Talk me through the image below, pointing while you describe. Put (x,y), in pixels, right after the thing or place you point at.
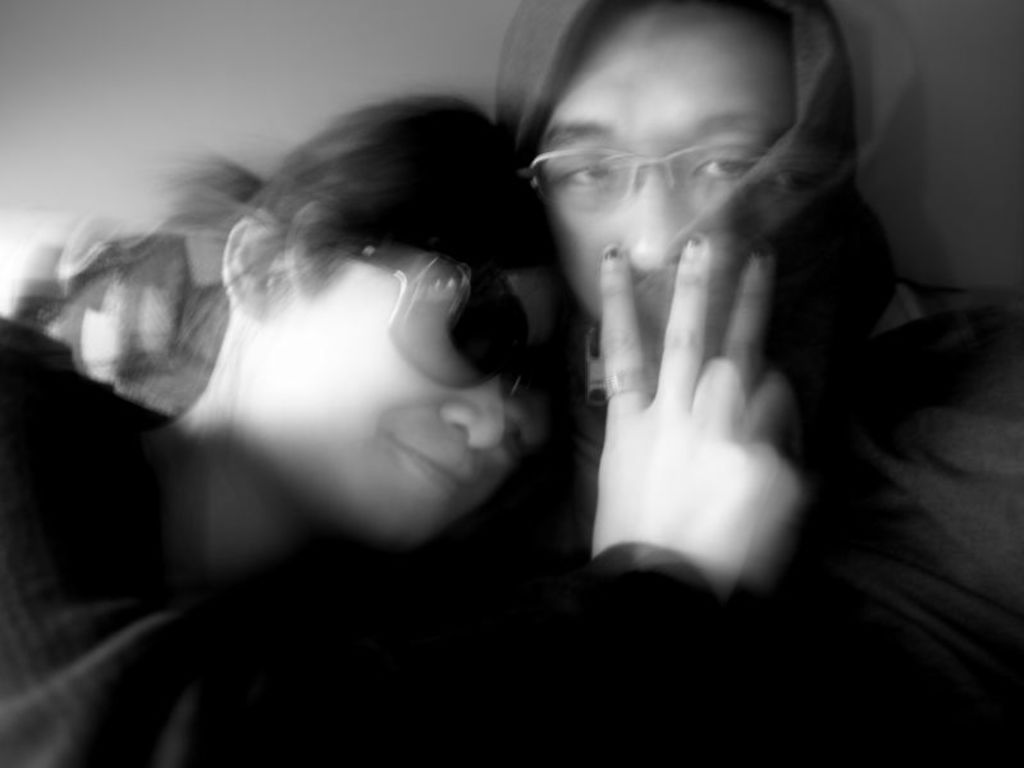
This picture is in black and white. In the picture, there are two persons (453,531).
